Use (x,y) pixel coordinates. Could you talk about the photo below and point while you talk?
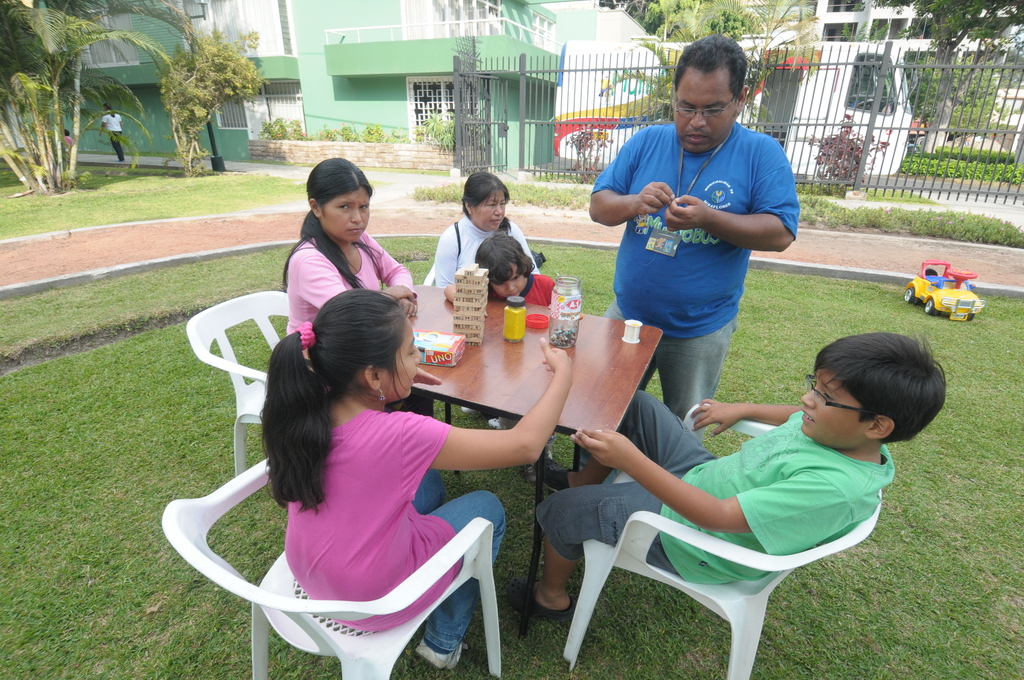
In this picture we can see man (664,156) standing and remaining are sitting on chairs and in front of them there is table (437,291) and on table (427,305) we can see bottle (505,313), cap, box (436,353) and in background (187,136) we can see grass (212,178), trees (201,100), houses (294,97) with windows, fence (830,99), vehicle (598,50), man (118,149) walking on footpath (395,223).
